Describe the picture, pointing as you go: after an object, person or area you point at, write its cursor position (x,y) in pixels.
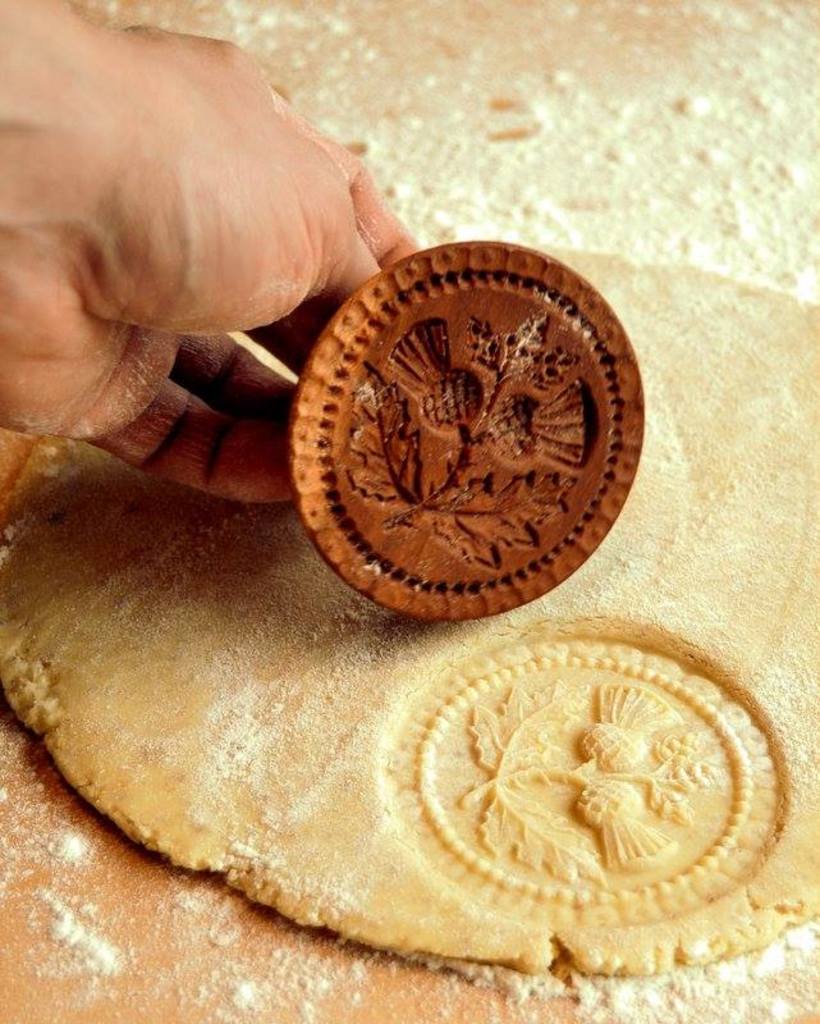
In this image, we can see a human hand (226,364) and tools (531,534). Here we can see a dough (322,808) on the surface (230,980) with dusting powder (813,948).
